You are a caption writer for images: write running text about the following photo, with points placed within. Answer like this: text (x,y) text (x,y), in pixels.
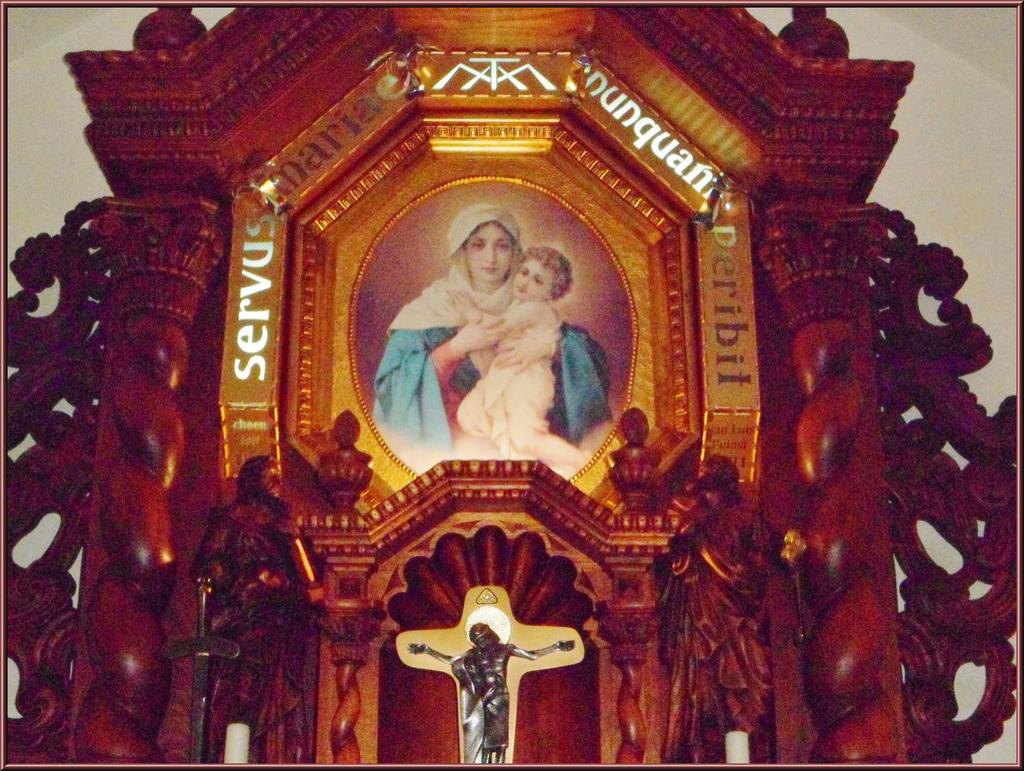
In this image we can see a wooden frame (664,280) attached to the plain wall (950,152) and the image has borders (543,1).
